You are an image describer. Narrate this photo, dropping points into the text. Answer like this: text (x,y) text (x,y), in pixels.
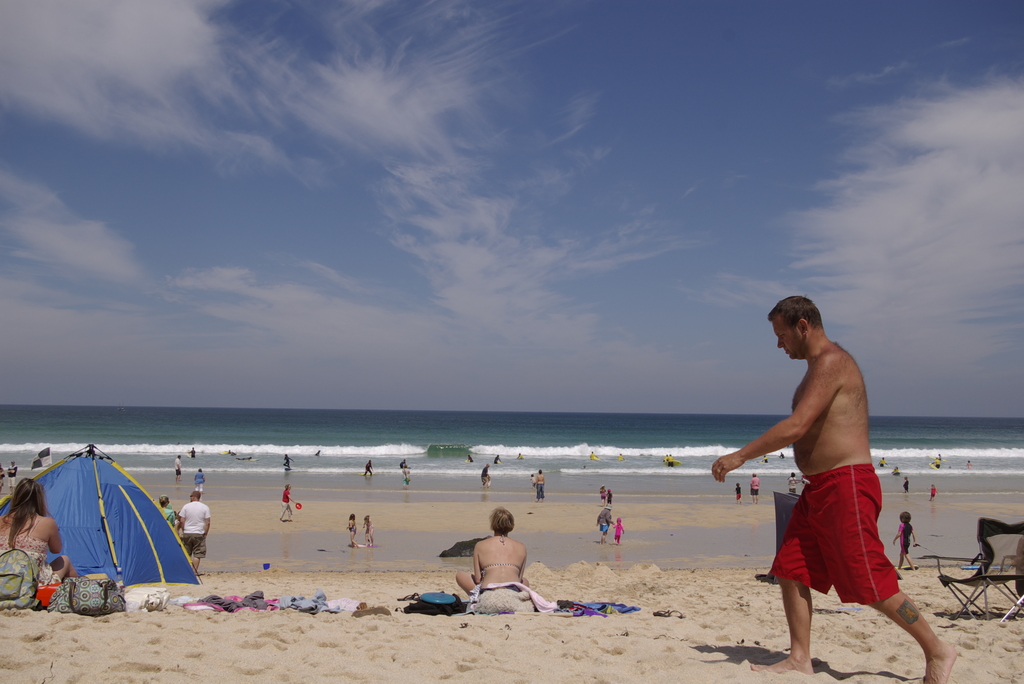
In this image I can see a person (804,474) walking and the person (857,515) is wearing red color short (863,474). Background (12,372) I can see few persons (18,499) some are sitting and some are standing, a tent (142,505) in blue color, I can also see the water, and the sky (419,292) is in white and blue color.
